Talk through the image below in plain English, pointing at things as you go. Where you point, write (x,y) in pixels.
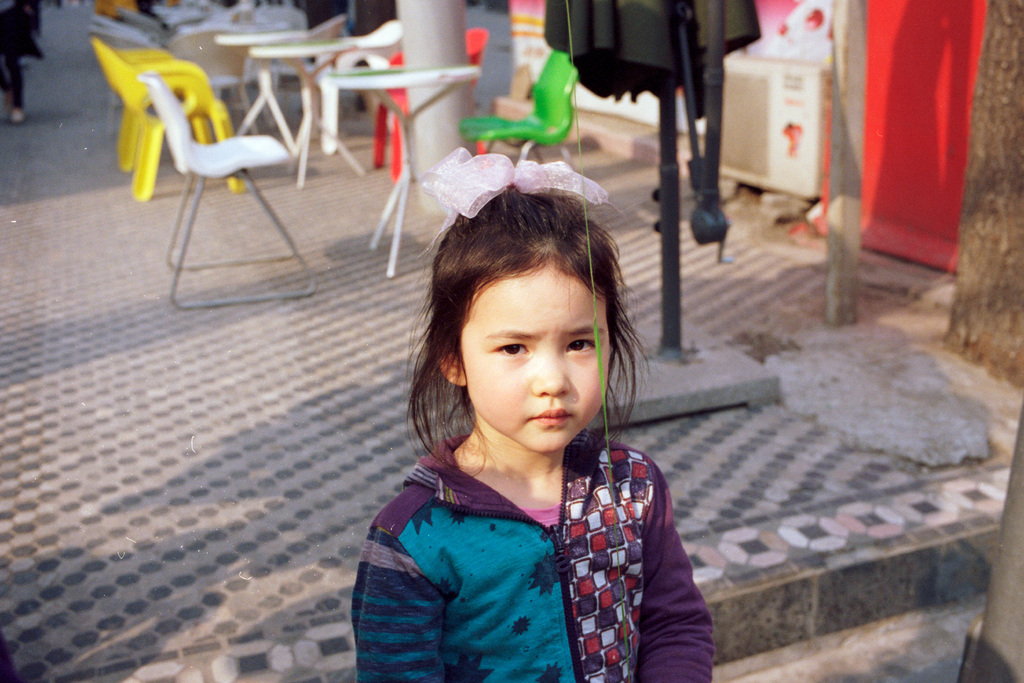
In this image there is one child (528,489) who is standing on the background (170,76) there are some chairs (184,83) tables (287,42) and one pole (426,89) is there. On the right side of the image (975,179) there is one tree (970,157) beside that tree (1002,136) there is one cloth (883,81) and on the top of the image (672,104) there is one pole (672,182).
